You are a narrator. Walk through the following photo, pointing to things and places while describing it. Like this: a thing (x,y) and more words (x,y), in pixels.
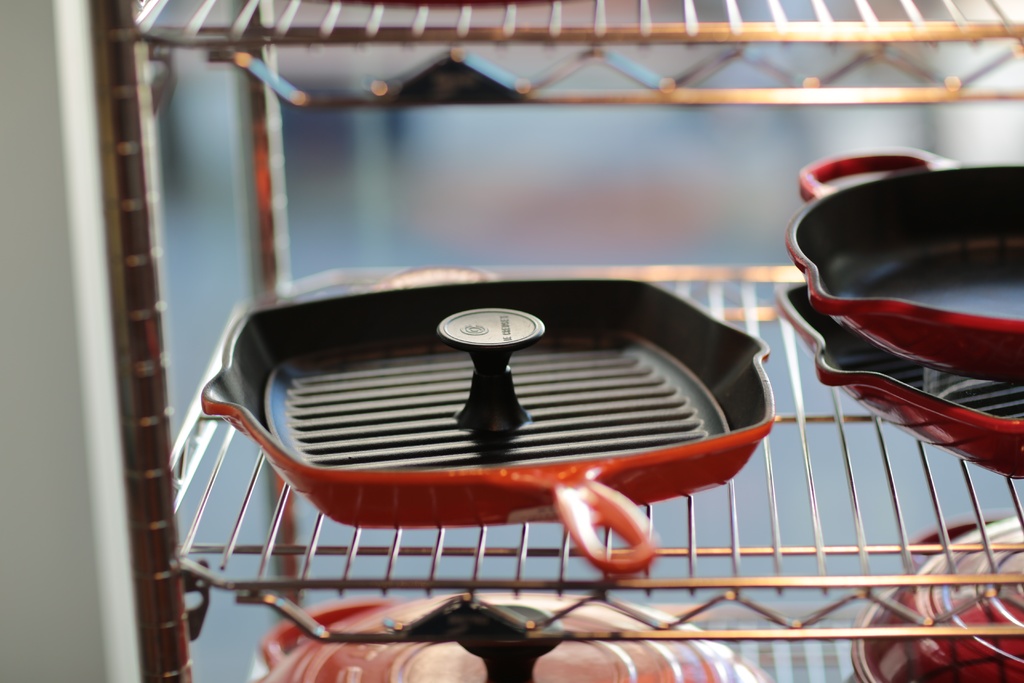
In the foreground of this image (671,389), there are few vessels (669,430) and pans (917,354) in the mesh rack (859,519) and the background (562,173) image is blurred.
